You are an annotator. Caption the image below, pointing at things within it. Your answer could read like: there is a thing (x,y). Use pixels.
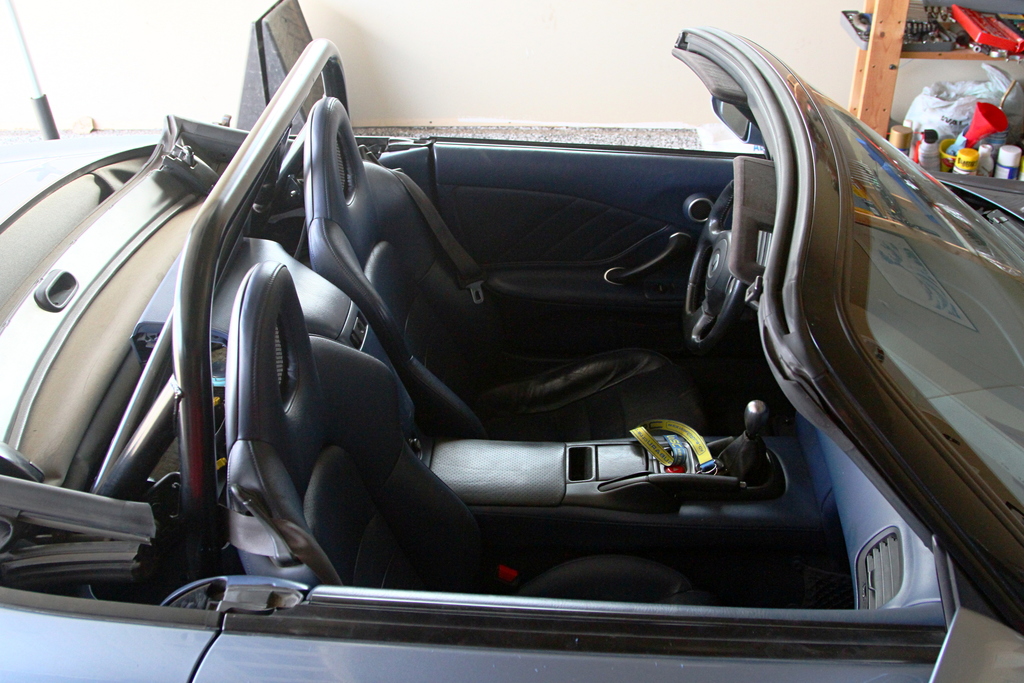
In this image I can see a car (973,363) and I can see two seats (379,339), and steering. Background (936,139) I can see few objects (915,136) in the rack (860,87) and the wall (546,34) is in white color.
